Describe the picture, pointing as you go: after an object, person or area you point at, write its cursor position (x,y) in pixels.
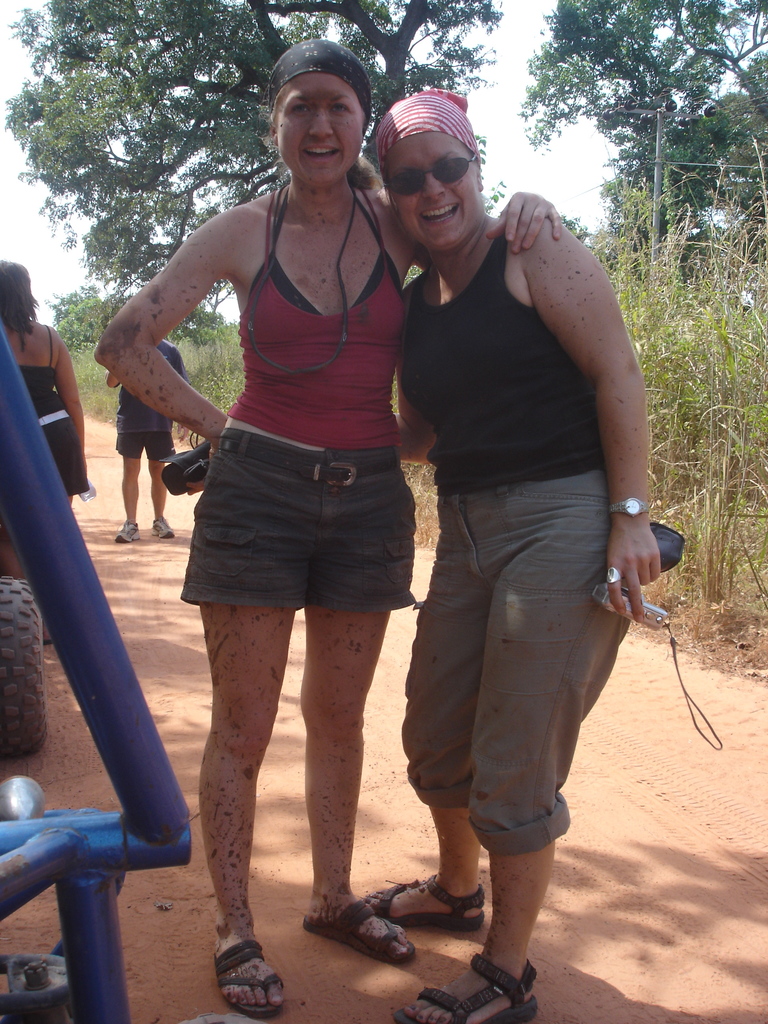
In this picture I can see 2 women (586,322) in front (370,313) who are standing and I see that they are smiling. I can also see that they are holding things (175,464) in their hands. On the left side of this image (84,620) I see blue color rods (36,431) and a tire (31,740). In the background (87,175) I can see the plants (752,367), trees (80,64), 2 persons (50,440) and the sky (1,46).
